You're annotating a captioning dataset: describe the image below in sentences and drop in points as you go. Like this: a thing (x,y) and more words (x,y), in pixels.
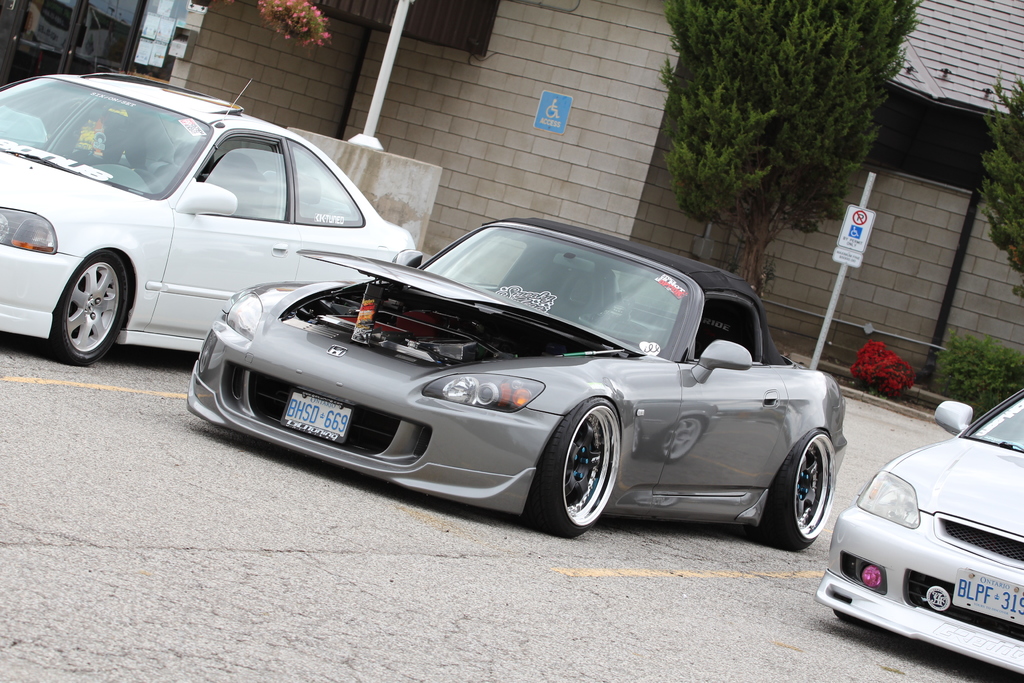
This image consists of three cars (367,279). In the middle (630,330), the car (540,349) is in gray color and its bonnet (566,330) is opened. At the bottom (702,588), there is a road (191,633). In the background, there are trees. And we can see a wall (633,145).
